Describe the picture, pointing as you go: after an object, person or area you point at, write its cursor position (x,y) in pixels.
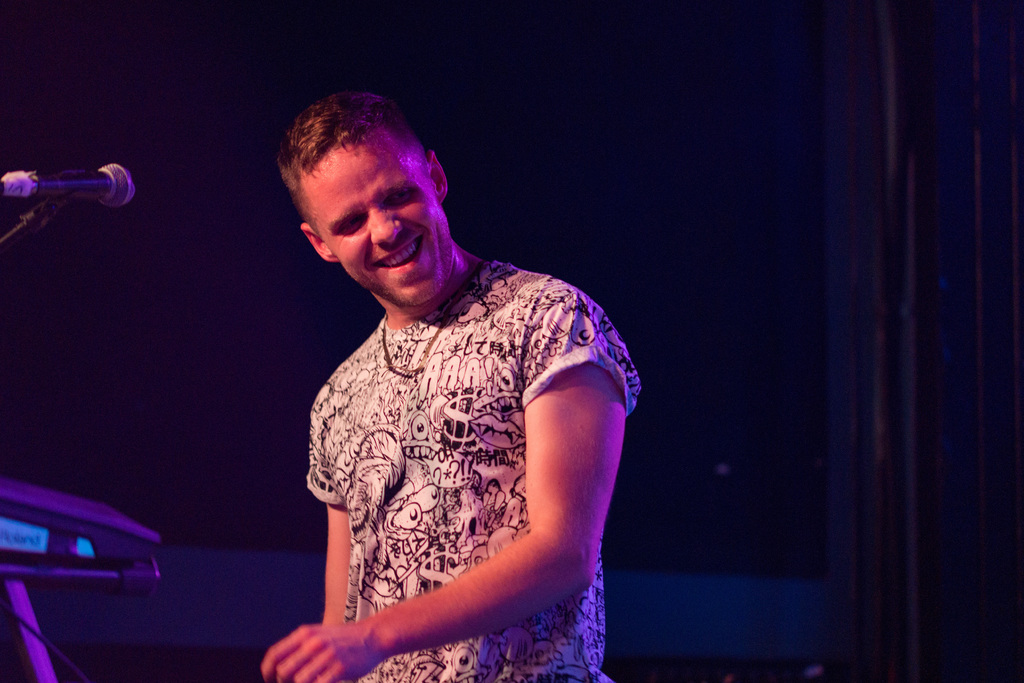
In this image in the center (396,305) there is one person (394,503) who is smiling, on the left side (68,194) there is one mike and stand (21,611). In the background (103,319) there is a wall (782,361).
